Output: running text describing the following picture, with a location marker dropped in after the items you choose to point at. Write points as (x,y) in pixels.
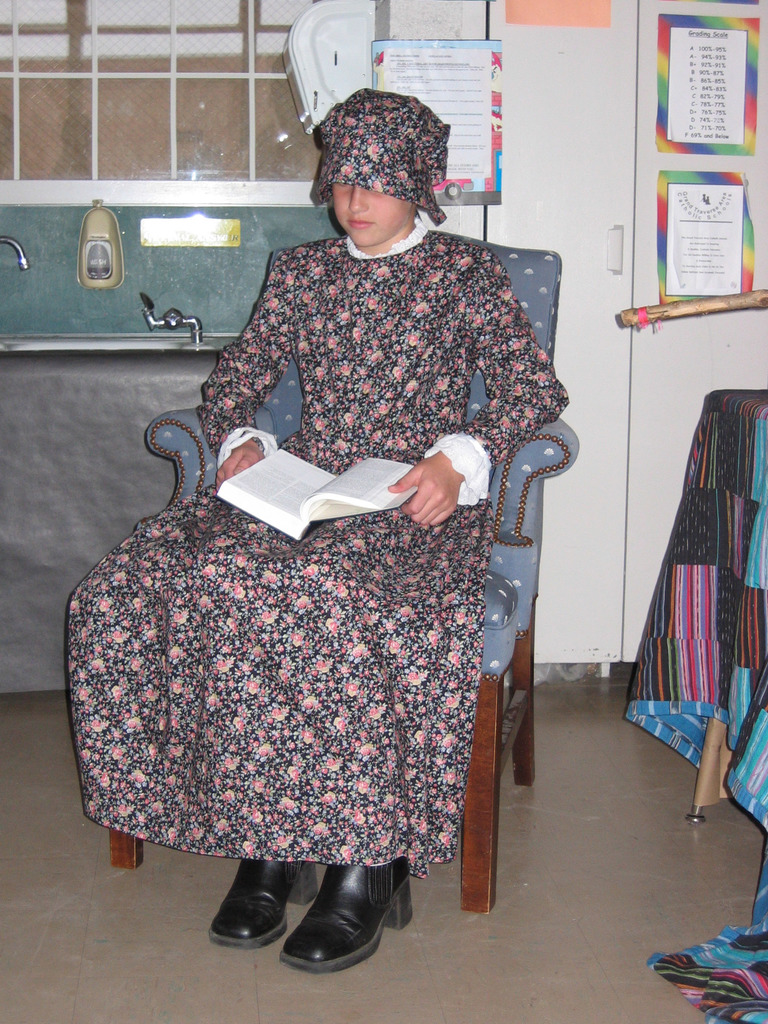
In this image I see a girl (438,121) who is sitting on chair (165,443) and she is holding a book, In the background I see few papers (757,34).
